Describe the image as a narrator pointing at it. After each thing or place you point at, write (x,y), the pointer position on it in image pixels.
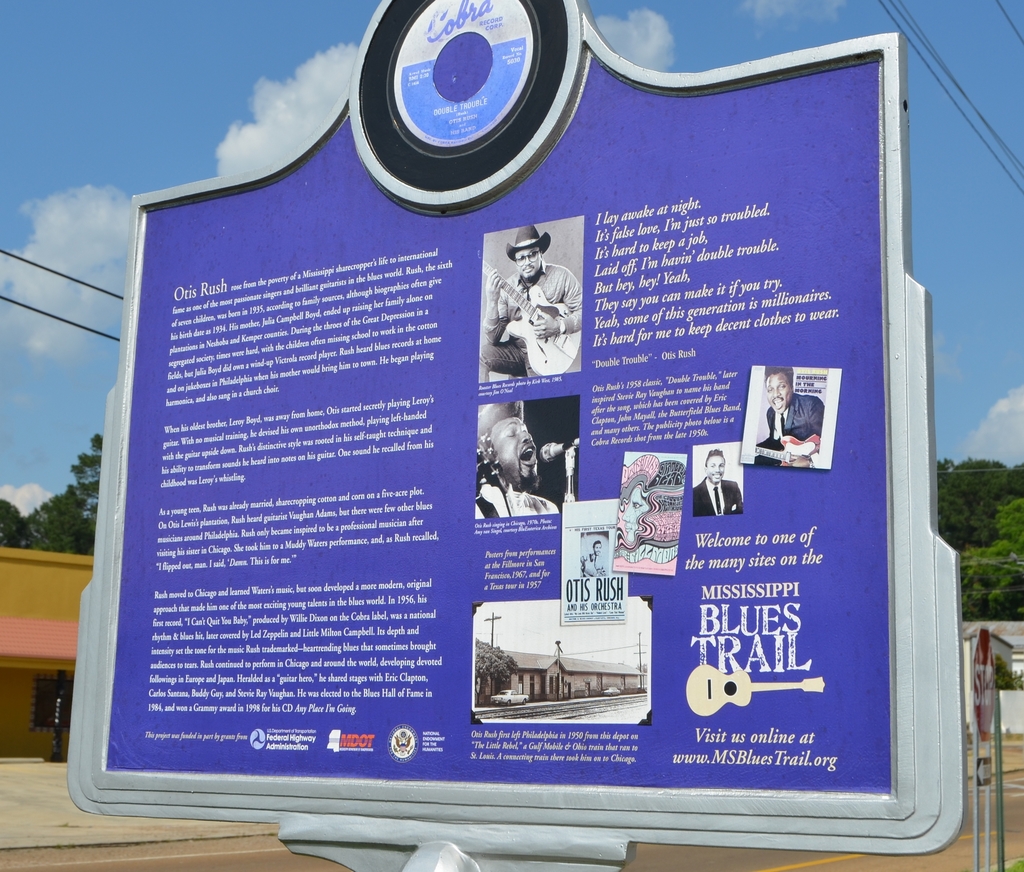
In this image we can see the information board (496,476), buildings (971,637), shed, trees (985,507), electric cables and sky (39,253) with clouds (39,253).
